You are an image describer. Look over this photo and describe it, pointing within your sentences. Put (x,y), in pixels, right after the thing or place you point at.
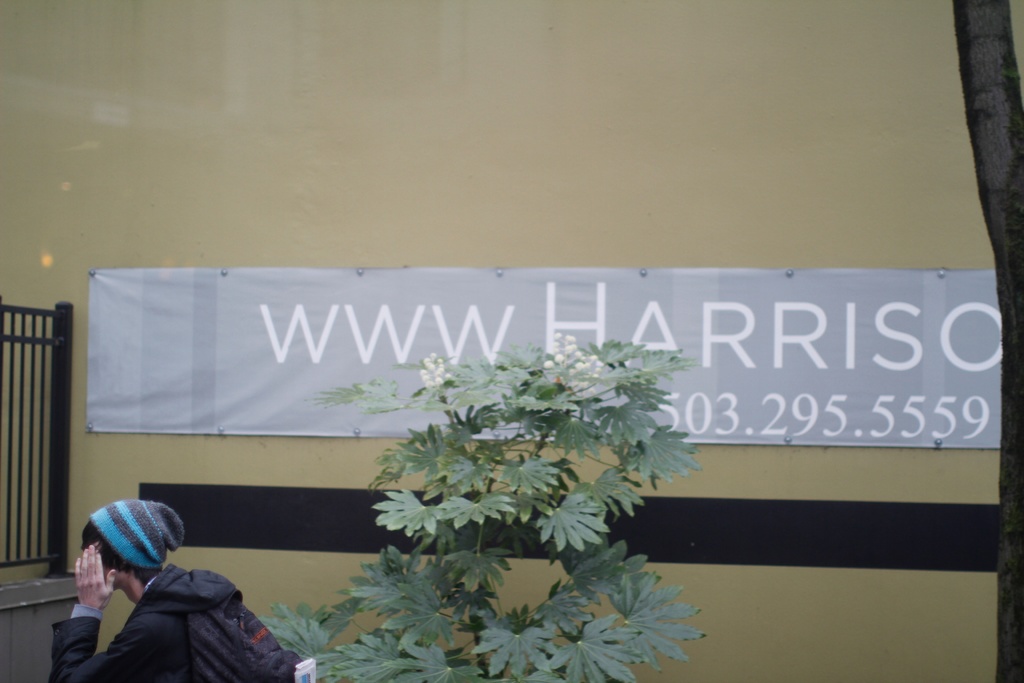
In this image we can see a person (187,598) and a plant (467,589). In the background of the image (579,219) there is a wall (644,241), name board (700,289) and other objects (65,339).
